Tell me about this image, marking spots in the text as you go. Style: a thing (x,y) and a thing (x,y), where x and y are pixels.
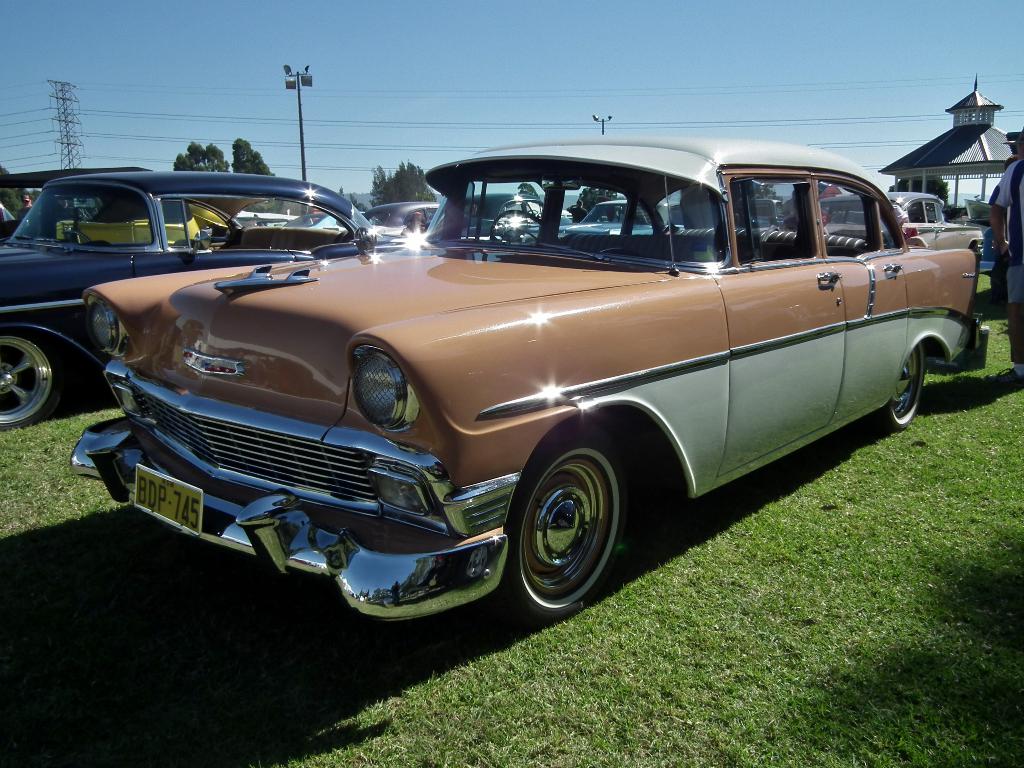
In this image I can see few vehicles (193,304), tower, wires (165,112), light poles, house (966,136), few people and few trees (412,199). The sky (399,72) is in blue color.
